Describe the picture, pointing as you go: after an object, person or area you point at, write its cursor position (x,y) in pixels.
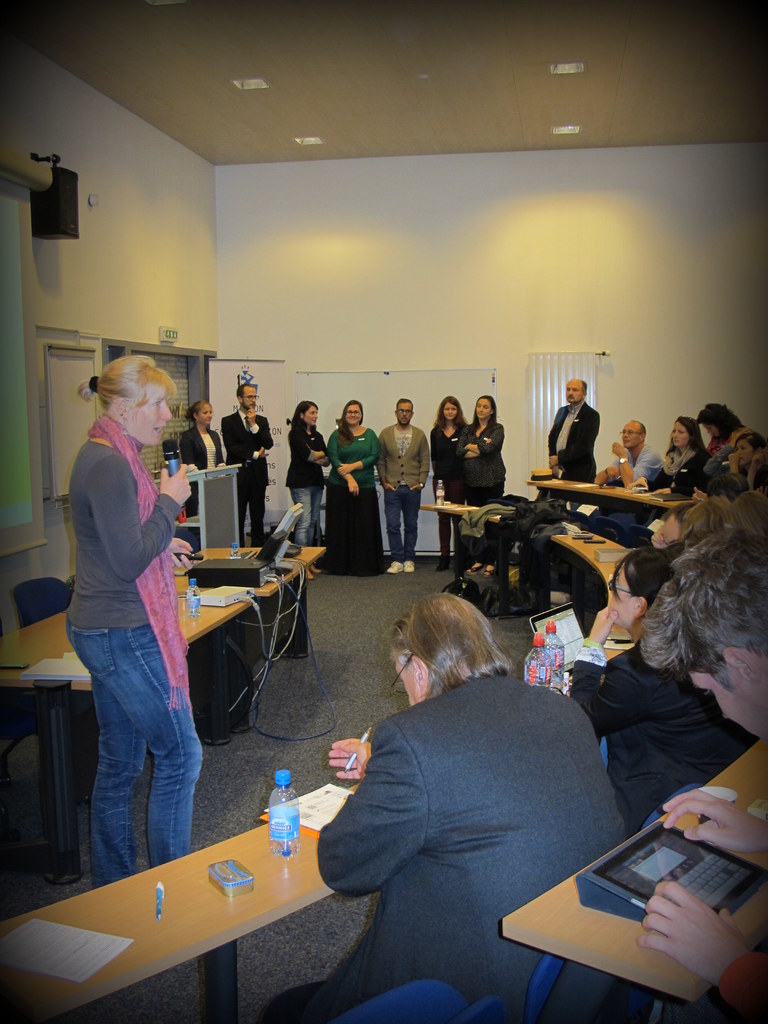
There are many people (734,668) in the image. The woman (145,622) at left corner of the image (135,617) is wearing a T-shirt (119,607) and jeans (119,642) with pink scarf (148,499) is holding a microphone (174,467) in her hand (166,473) and addressing the crowd (319,463). There are few people (299,464) standing and other few (662,544) sitting. On the table (213,612) there is a monitor (273,536) and beside the table (217,621) there is a podium (233,501). The person (723,668) at the below right corner (758,710) is typing something in tablet (681,868). There is a speaker (73,197), a laptop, a projector (257,568), a board (76,421), chairs (437,1007) and cables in the room (264,637). There are bags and bottles (543,661) placed on the table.
